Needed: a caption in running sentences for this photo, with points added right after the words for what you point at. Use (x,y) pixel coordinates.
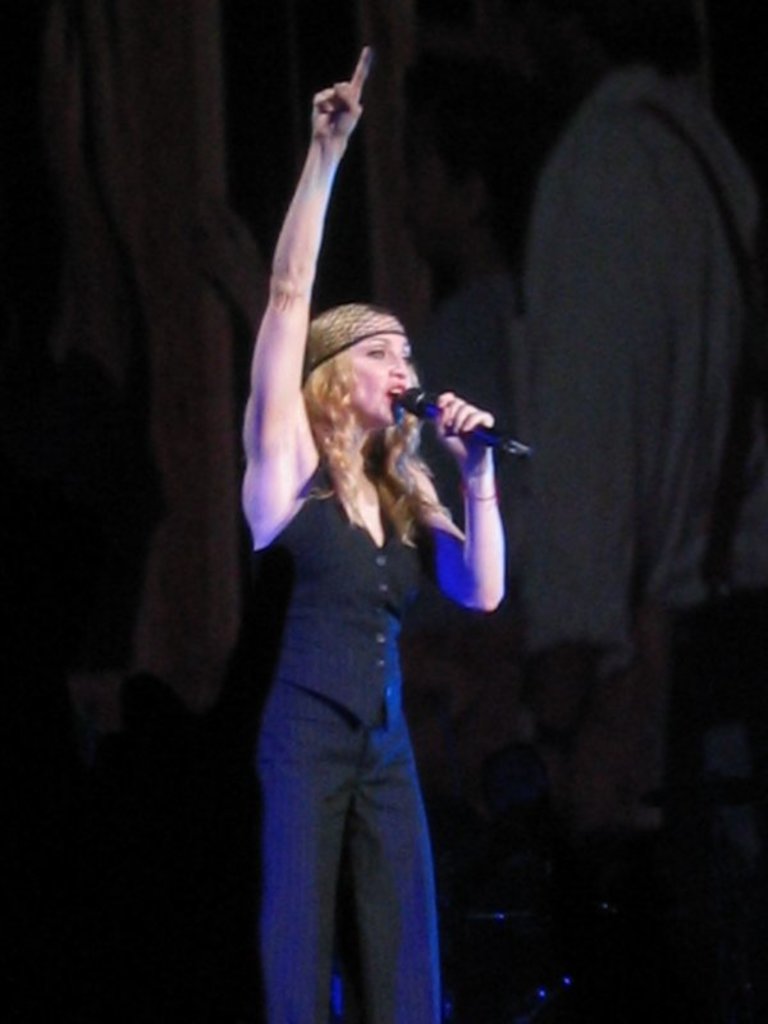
In this picture we can observe a woman (365,651) standing wearing black color dress (321,712). She is holding a mic (431,398) in her hand (449,445). The background (143,519) is dark.
